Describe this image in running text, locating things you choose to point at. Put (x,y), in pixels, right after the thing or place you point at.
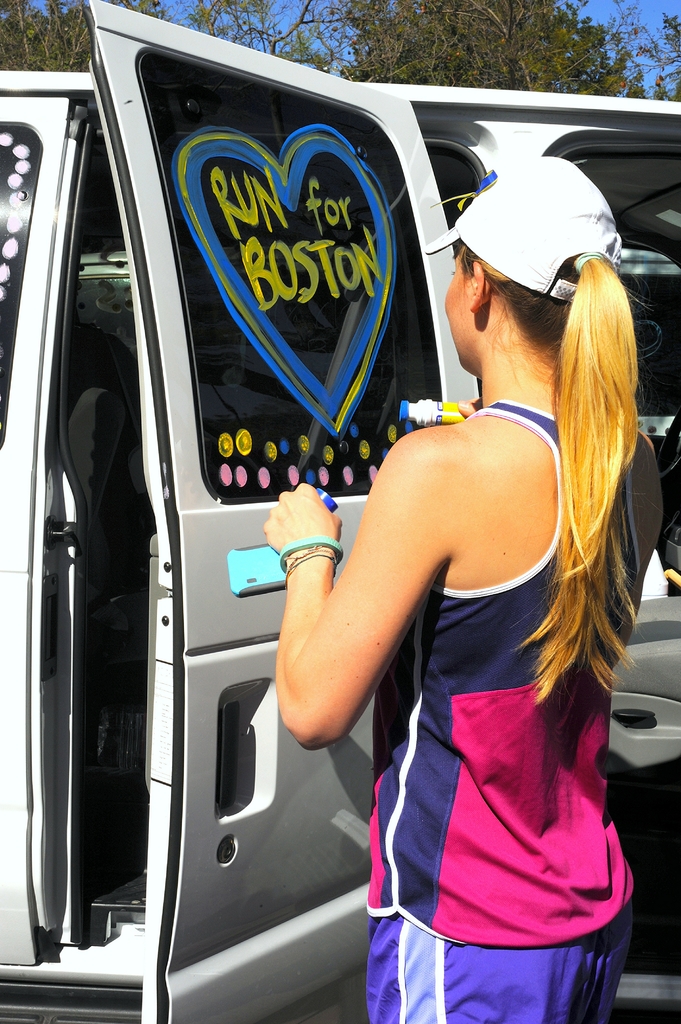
In this image I can see the person (536,561) is holding something. In front (115,314) I can see the vehicle (159,249), trees (232,5) and the sky (617,22).
